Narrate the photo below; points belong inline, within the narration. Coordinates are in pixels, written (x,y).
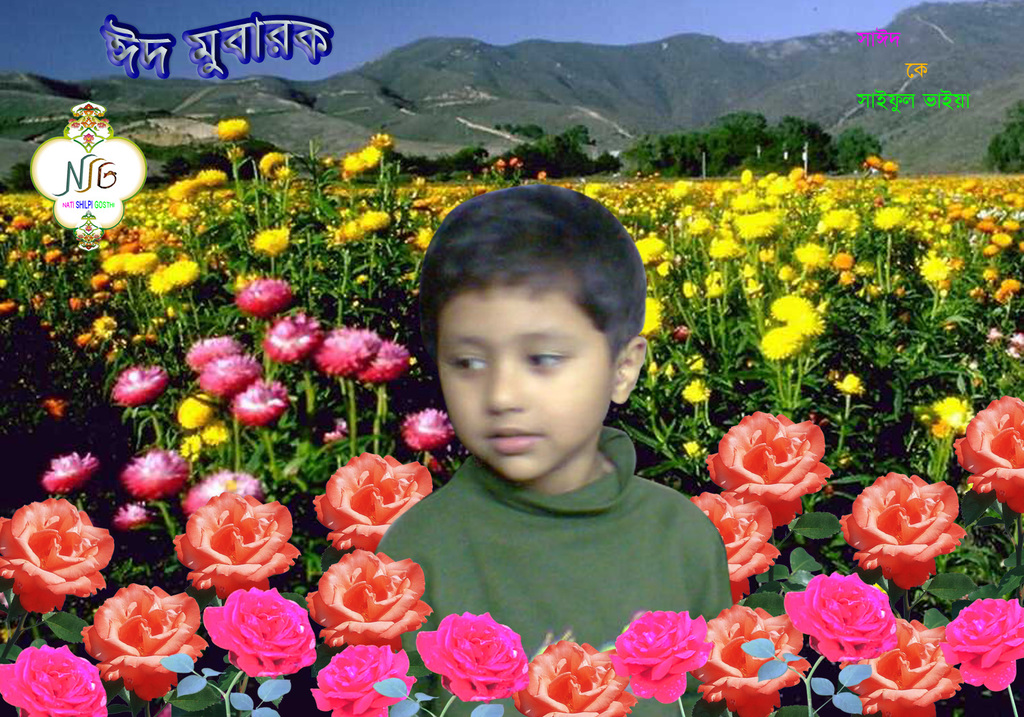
It is an edited image. In this image there are flower plants (903,230), trees (792,121), hills (625,61), sky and boy (507,442). In this image there are watermarks (940,102).
